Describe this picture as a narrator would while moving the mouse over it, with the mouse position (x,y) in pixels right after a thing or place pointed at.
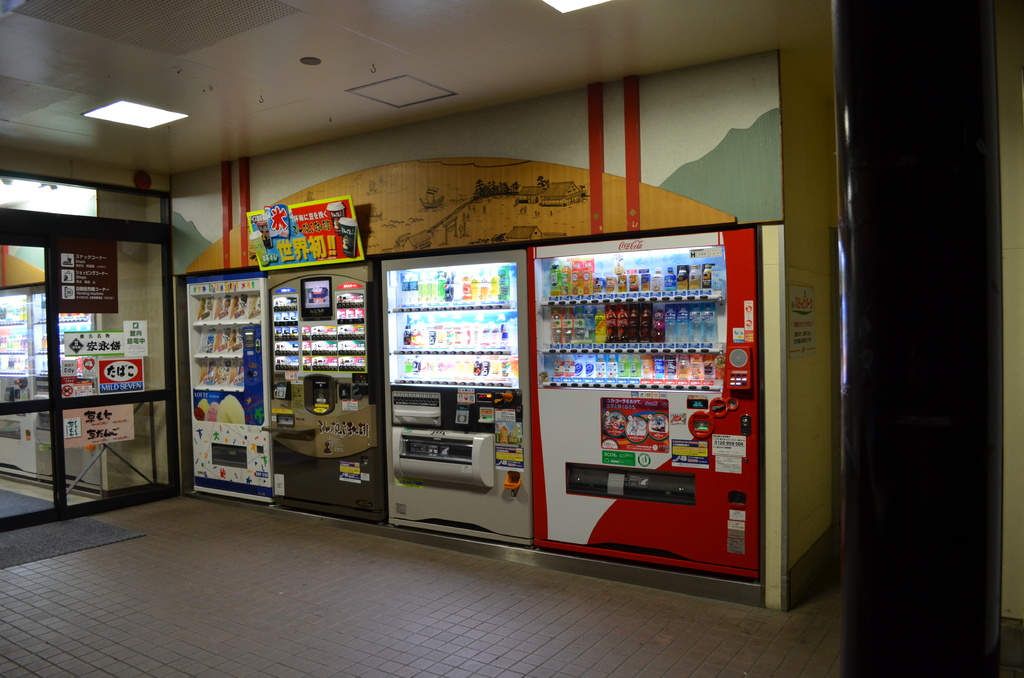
In the picture we can see inside view of the shop (536,548) with four refrigerators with cool drinks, water bottles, and some eatable items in it and besides, we can see a part of the glass wall (81,481) with some stickers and posters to it and to the ceiling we can see the light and on the floor (199,667) we can see a part of the mat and tiles (359,634).
